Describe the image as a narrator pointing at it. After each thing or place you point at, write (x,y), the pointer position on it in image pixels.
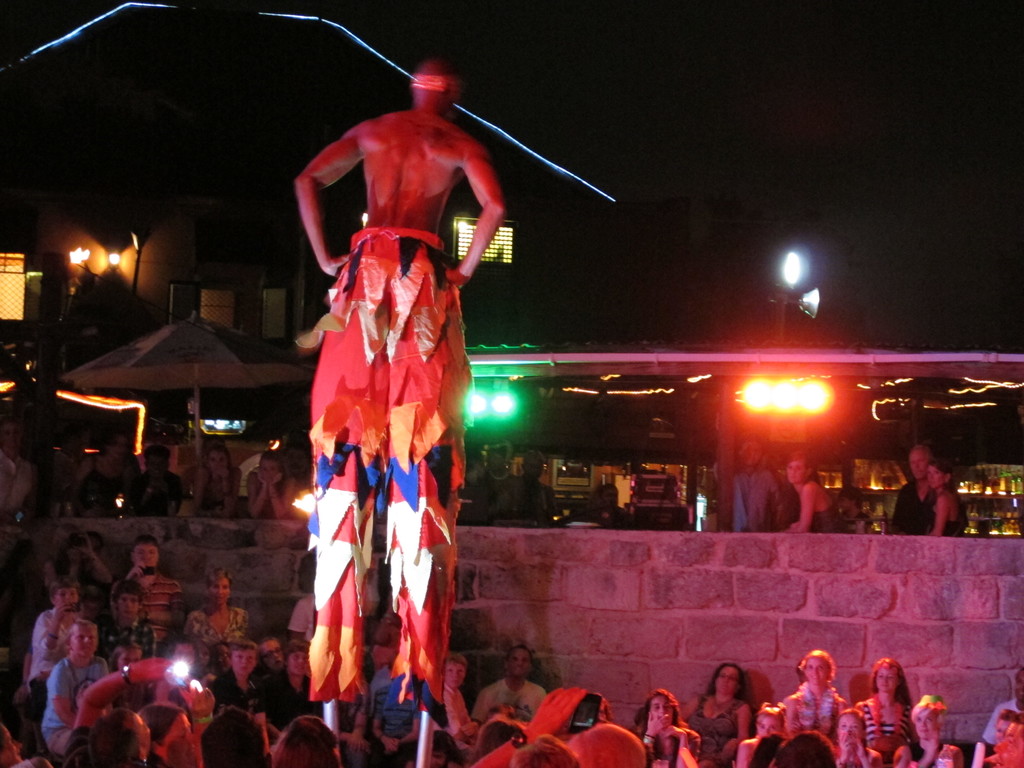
In this picture we can see a group of people (79,575), lights (762,380), buildings (628,401), umbrella (134,361) and in the background (258,80) it is dark.
